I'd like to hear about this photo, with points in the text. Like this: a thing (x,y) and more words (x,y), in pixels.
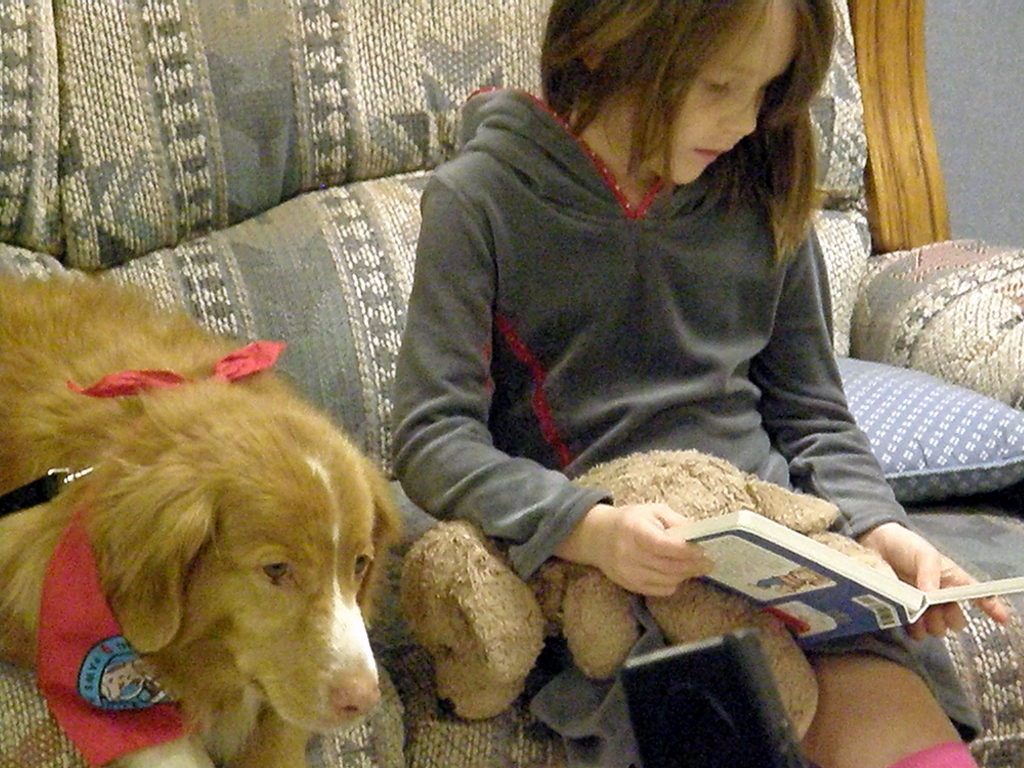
A girl (578,452) is sitting in a sofa (506,70). She has a toy (559,625) on her lap (625,586). She is reading a book (880,601). There is a dog (286,488) sitting beside her.
